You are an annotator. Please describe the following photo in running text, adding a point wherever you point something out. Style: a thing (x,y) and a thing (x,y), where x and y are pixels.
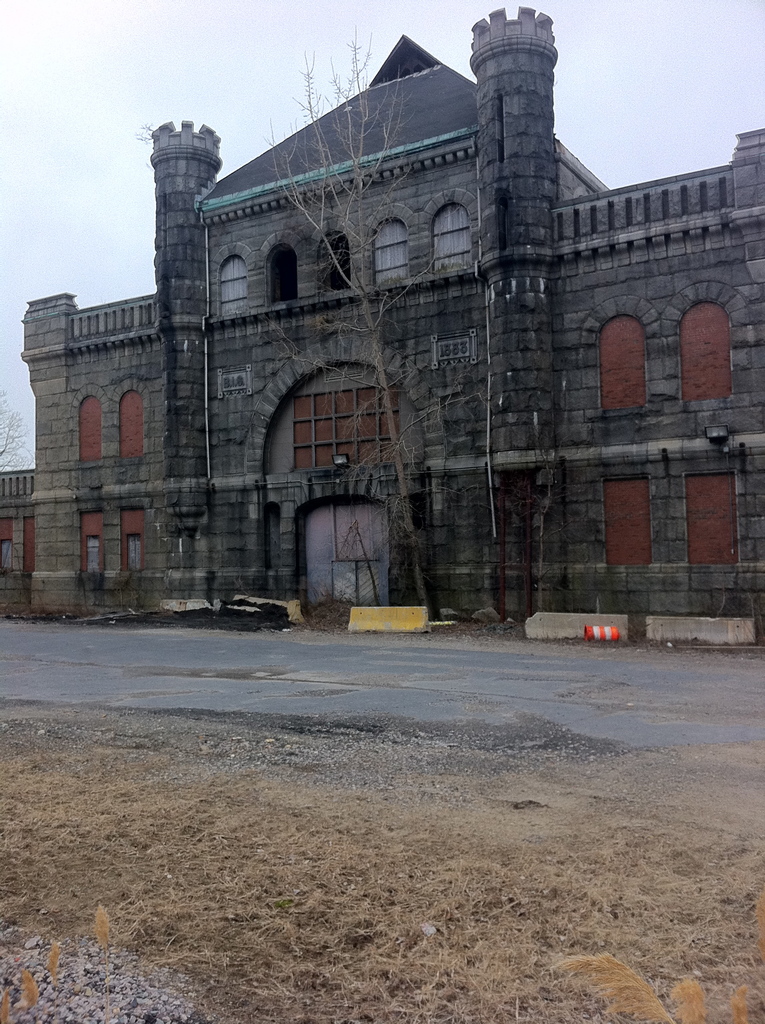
In this picture we can see a building (441,513) and an arch (263,464) on the building (286,560). We can see few objects (392,629) on the ground (503,780). There is some grass (276,877) and few stones (179,988) on the ground (536,806). There is a tree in the background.
